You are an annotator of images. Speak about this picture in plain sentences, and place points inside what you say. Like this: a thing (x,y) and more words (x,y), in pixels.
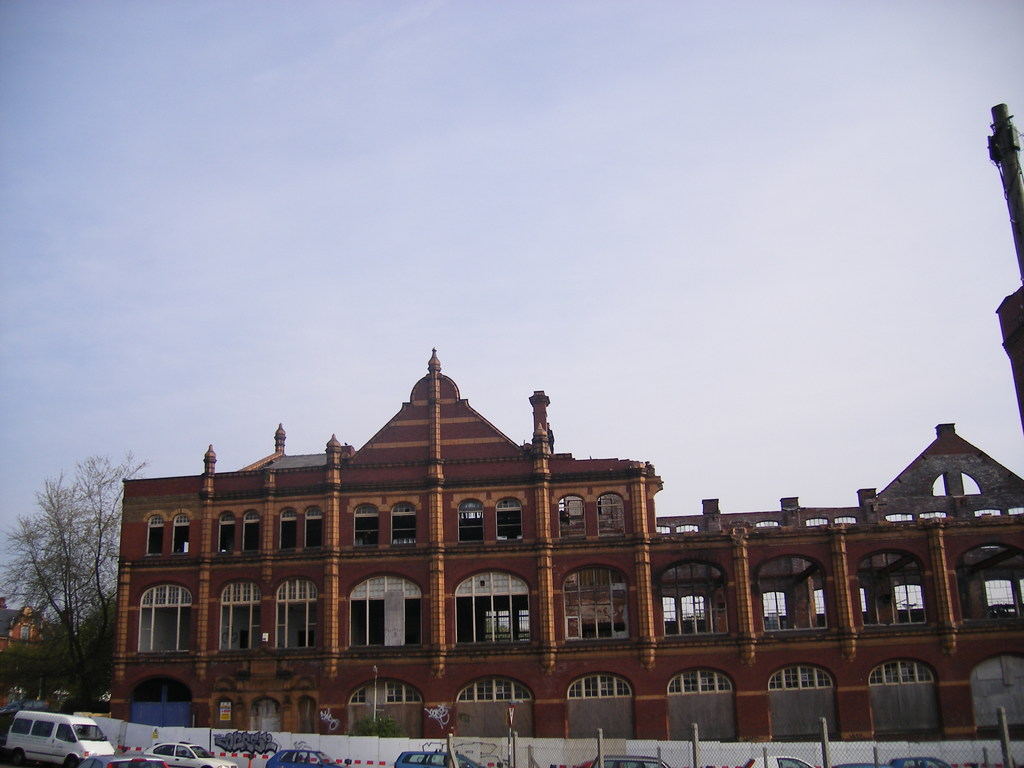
In this picture I can observe brown color building (438,578). There are some cars (195,746) on the road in front of this building (401,699). On the left side (109,587) I can observe some trees (74,601). In the background (474,185) there is a sky (362,185).
